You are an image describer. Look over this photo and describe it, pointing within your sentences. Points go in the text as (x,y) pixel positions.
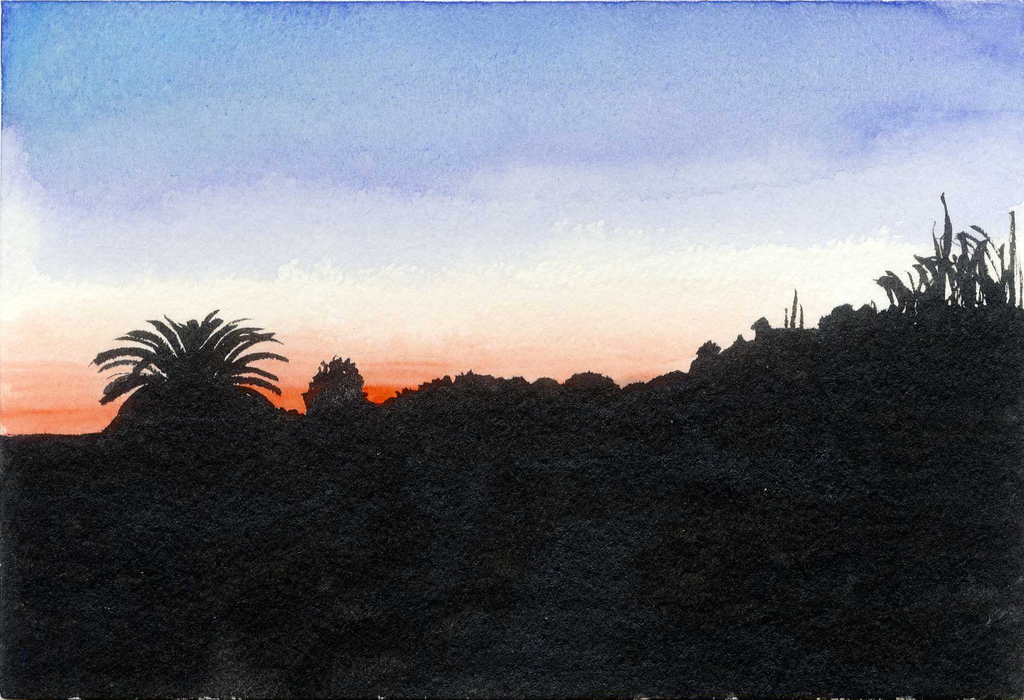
In this image, It looks like a painting. I can see the trees (267,355) and plants (606,403). At the top of the image (228,161), I think this is the sky (544,104).
